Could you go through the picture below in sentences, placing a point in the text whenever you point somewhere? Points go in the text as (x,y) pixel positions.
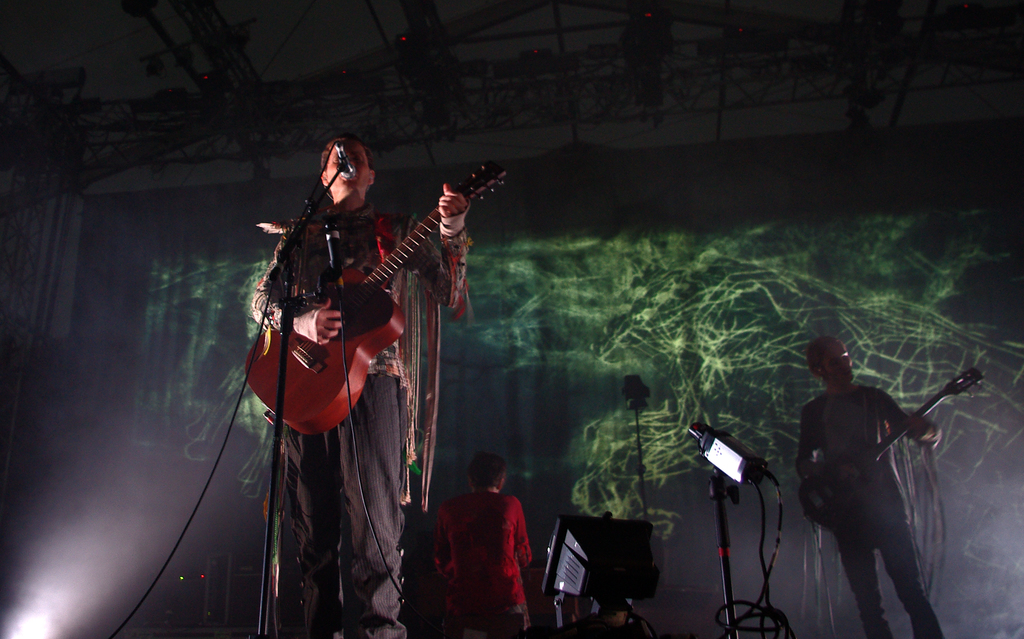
There are men (338,198) standing on stage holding a guitar (333,399) in front of microphone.
